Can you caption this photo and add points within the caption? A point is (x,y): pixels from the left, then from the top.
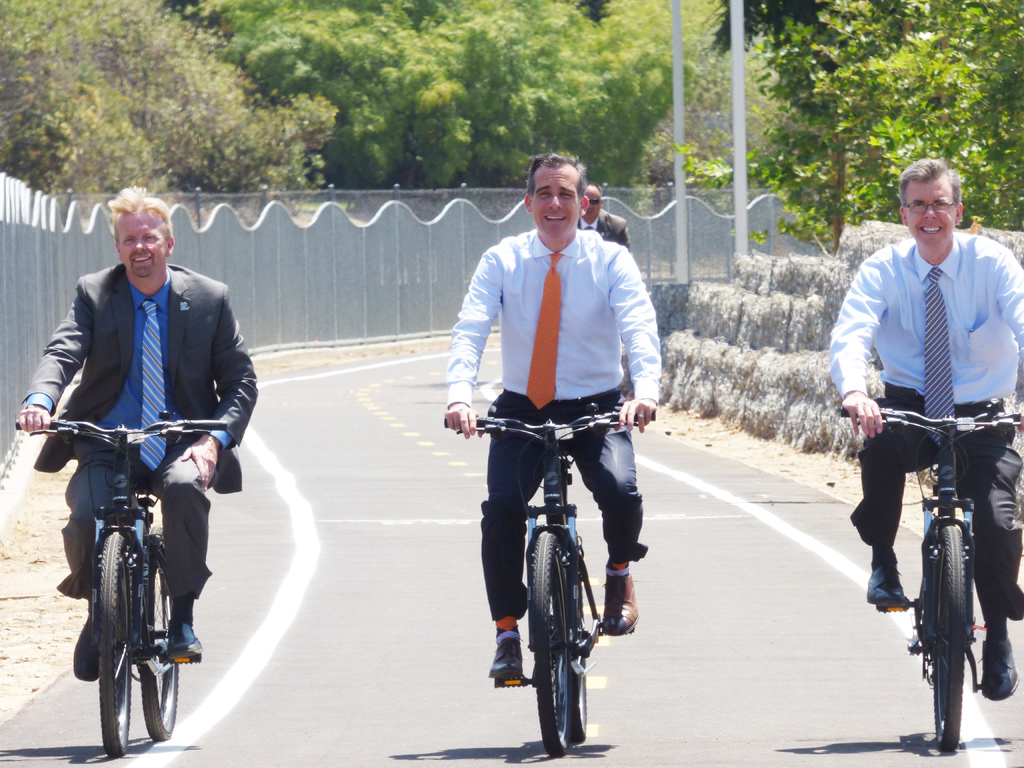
Here in this picture we can see 4 men (606,234). First three men (626,441) are riding bicycle (947,444). The left side man (193,385) is wearing black jacket (178,354), blue shirt (130,395) and tie (149,377). The middle man (520,372) is wearing a white shirt (583,335) and orange tie (543,350). The right side man (976,358) he is wearing a blue shirt (982,315) and a tie (939,346) and he is having spectacles (942,210). To the left side (231,264) there are fencing (269,260), inside the fencing (358,262) there are some trees (378,123). At the back side of the middle men (563,256) there is men (611,226). And we can also see right middle corner there are some white color poles (679,105).
